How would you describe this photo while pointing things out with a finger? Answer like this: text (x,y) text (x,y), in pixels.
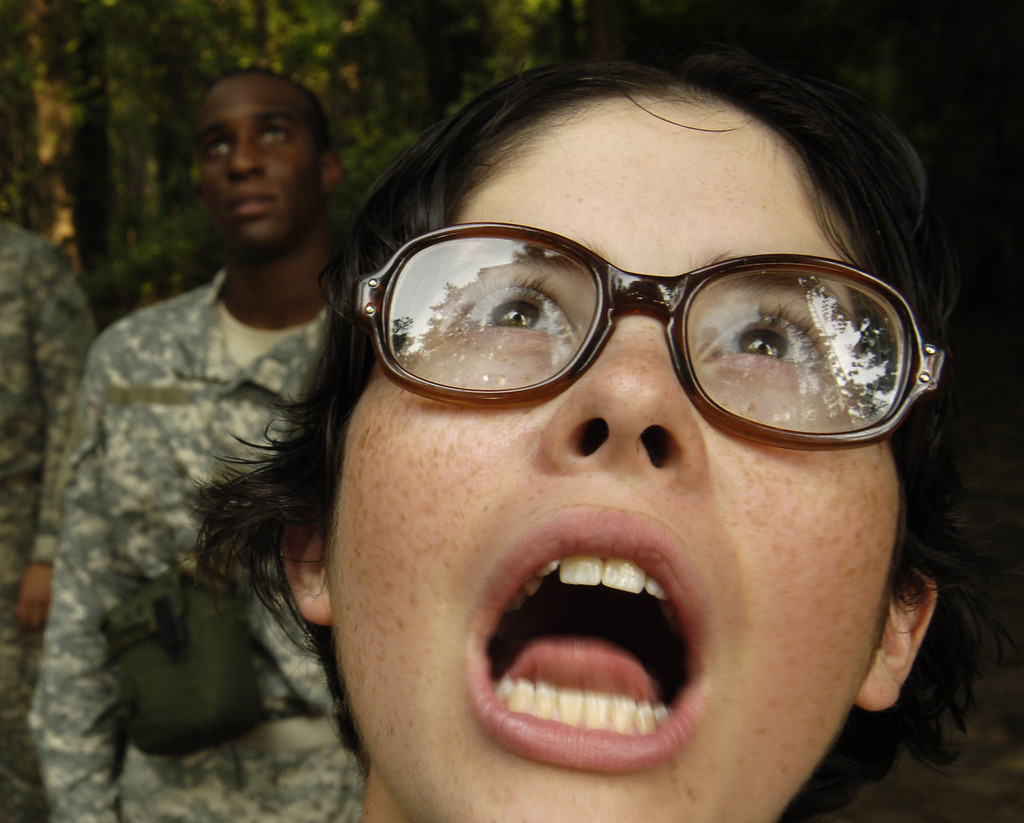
In this image we can see a person (802,247) wearing spectacles (684,343), in the background (264,335) we can see few people (134,534) standing and we can see the greenery (999,137).
